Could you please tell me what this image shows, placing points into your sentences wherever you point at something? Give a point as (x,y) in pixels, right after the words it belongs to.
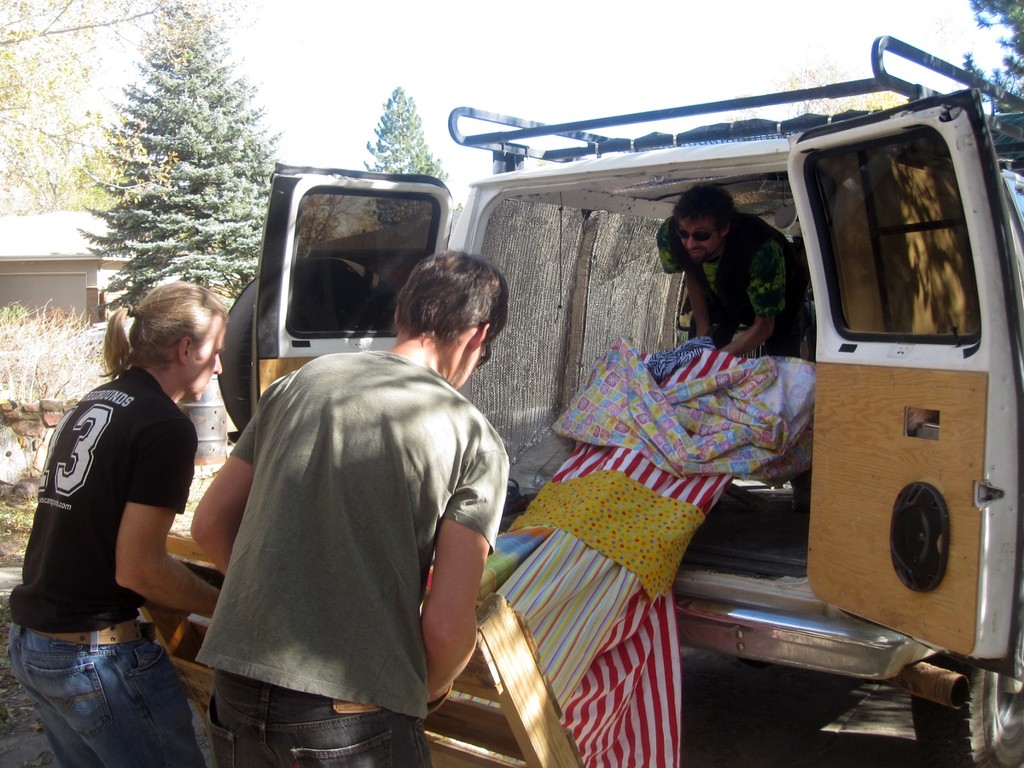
There are 2 persons (305,607) carrying cot (540,696), on the right there is a vehicle (978,367), in the vehicle (870,374) a person (734,316) is there and he is taking bed (665,412) into the vehicle (678,379). On the left (170,188) there are trees (124,213), building (75,248) and we can see sky (666,80).
